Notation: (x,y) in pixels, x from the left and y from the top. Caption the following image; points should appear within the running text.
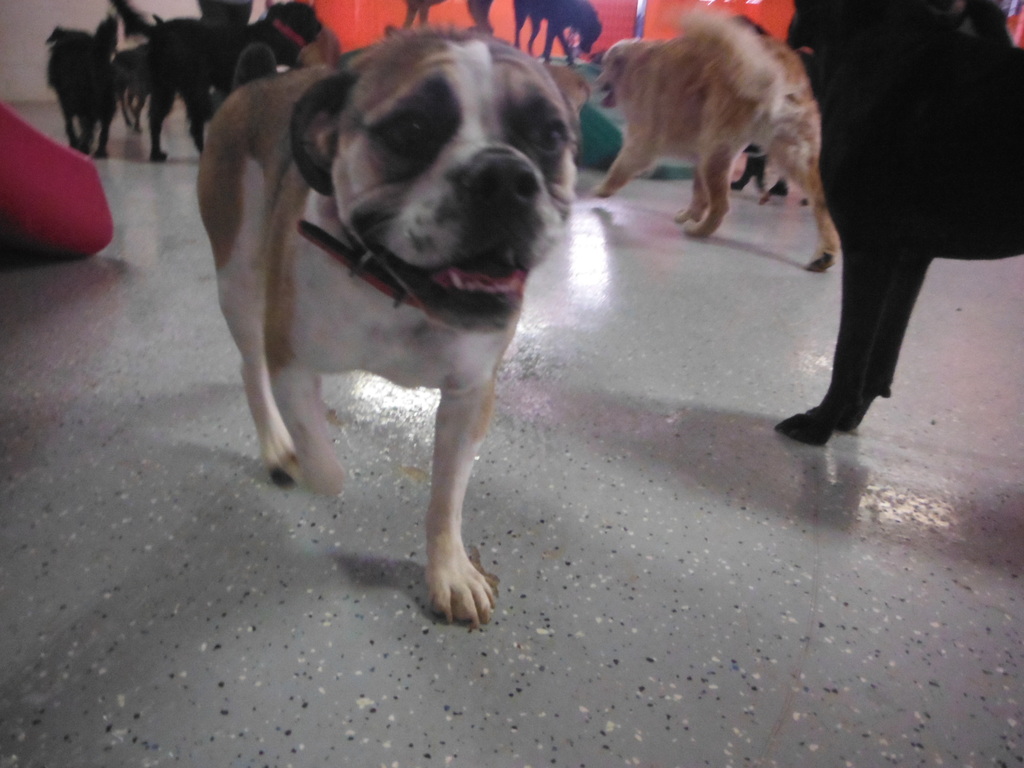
In the picture I can see many dogs (264,280) are walking on the floor (614,555). In the background (339,24), I can see the orange color banners (356,19).
